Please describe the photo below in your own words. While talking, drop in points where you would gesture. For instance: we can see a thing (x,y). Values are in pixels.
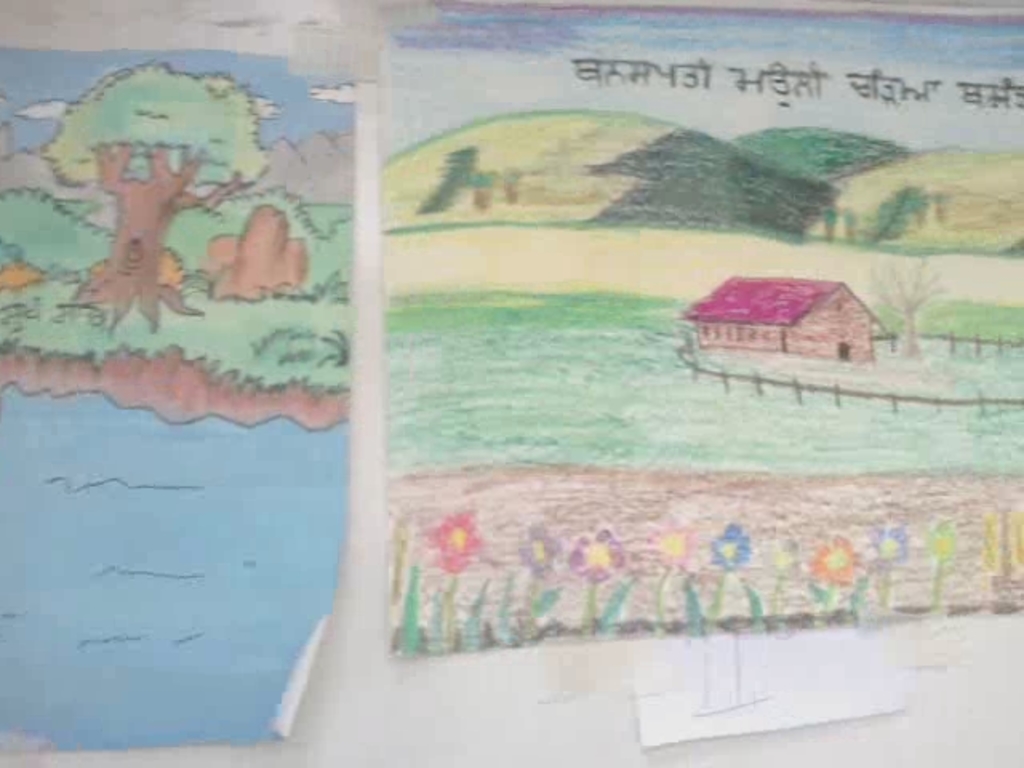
In the foreground of this image (296,386), there are paintings (563,387) on the charts (634,500) which is on the wall (525,704) and also we can see the text (1012,89) at the top (615,63) in one chart (892,64).
